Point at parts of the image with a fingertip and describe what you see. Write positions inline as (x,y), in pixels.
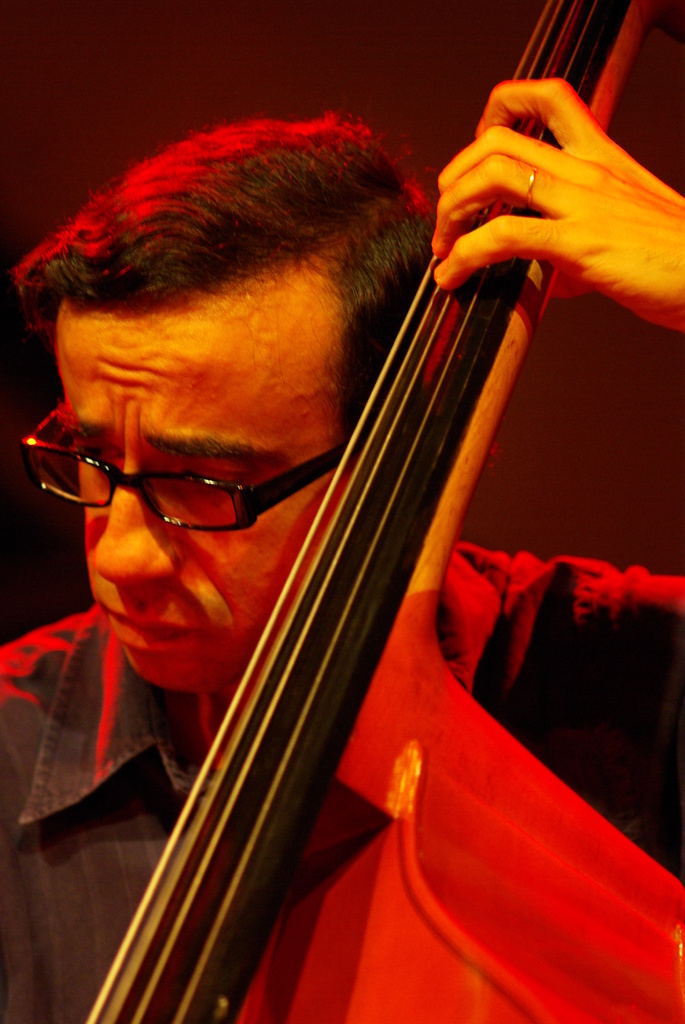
In the picture I can see a man (243,643) is playing a musical instrument (304,712). The man (216,619) is wearing spectacles (173,517) and a shirt (124,797).
